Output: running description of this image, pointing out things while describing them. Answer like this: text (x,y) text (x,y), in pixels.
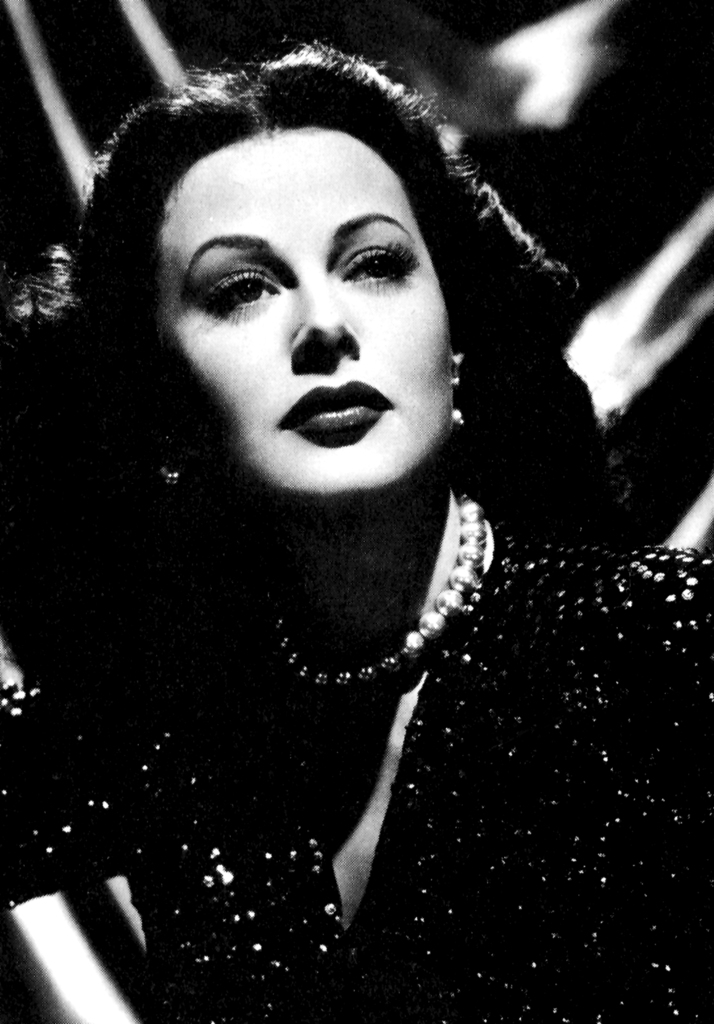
In this picture we can see a old photograph of a woman (347,701) wearing a black color dress (279,986) and beads necklace (470,548) in the neck (348,617). Behind there is a blur background (616,273).
